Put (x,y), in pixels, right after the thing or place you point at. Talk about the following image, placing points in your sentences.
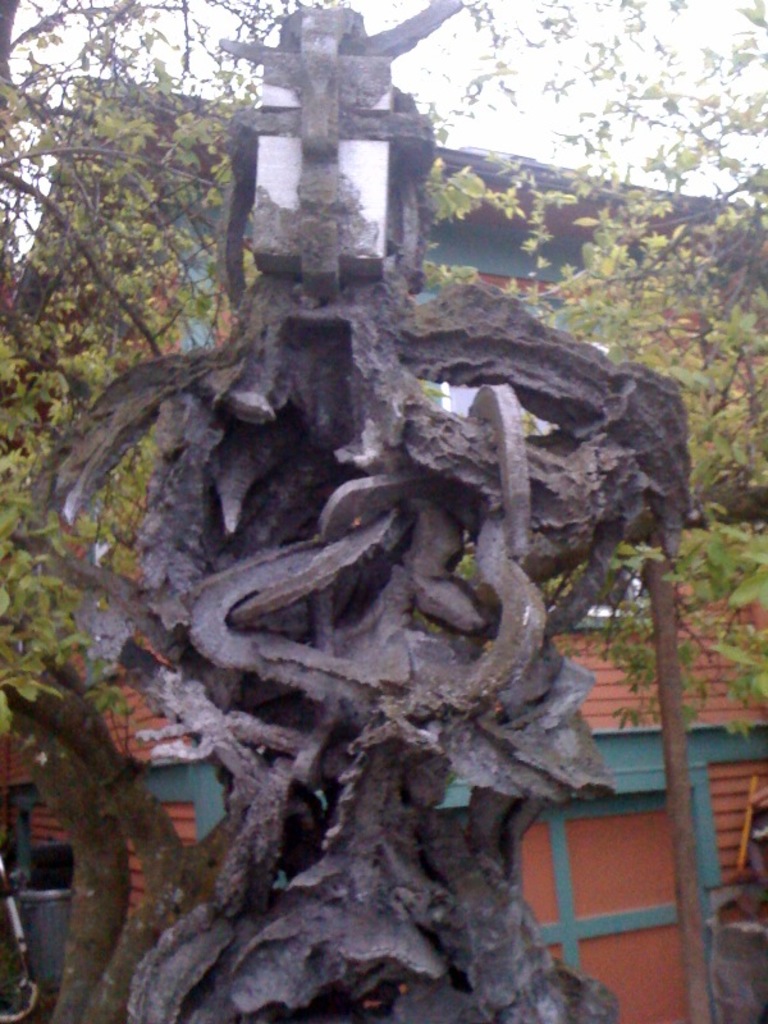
In this picture there is a sculpture (367,480) and behind that there is a house (524,204) with the color combination of orange and green. Even we can see the trees (144,288) here and on the background (539,121) there is a sky (437,56).
